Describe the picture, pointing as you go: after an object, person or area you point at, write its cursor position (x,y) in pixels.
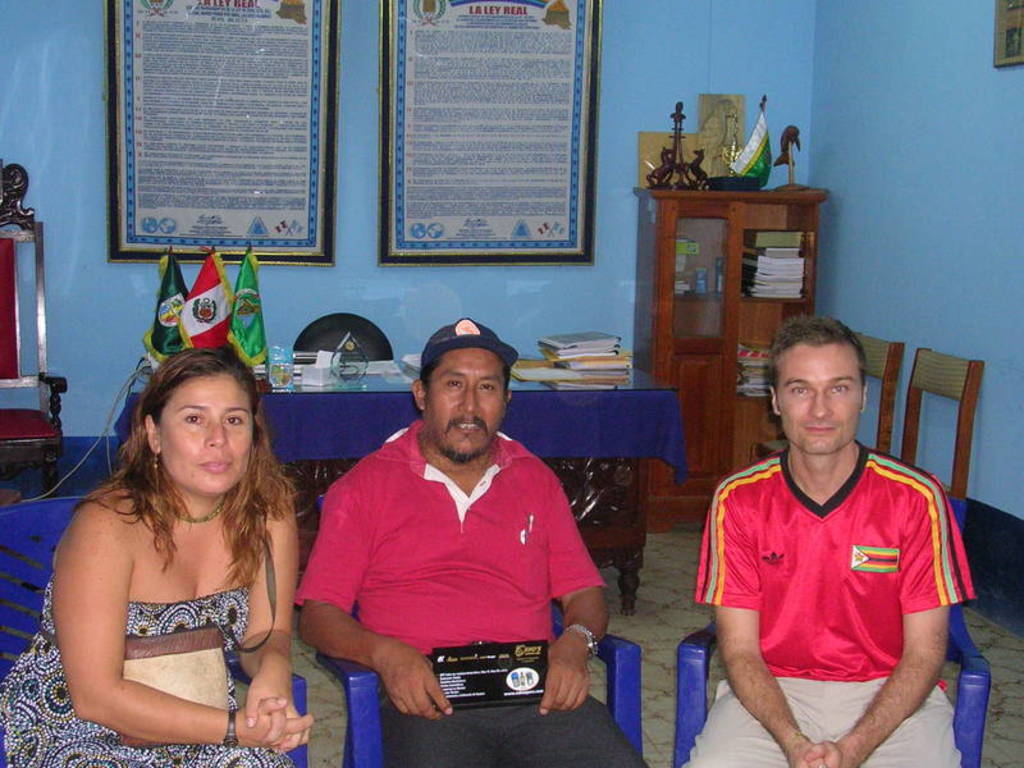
In this picture I can see few people (500,531) sitting in the chairs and a man (517,723) holding something in his hands (423,676) and I can see couple of frames (322,148) with some text (217,73) on the wall (866,421) and I can see chairs (14,290), few books (544,353) and flags (232,342) on the table (560,412). I can see a cupboard (792,202) and few books (789,286) in the cupboard (770,325) and few items (701,134) on the cupboard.
